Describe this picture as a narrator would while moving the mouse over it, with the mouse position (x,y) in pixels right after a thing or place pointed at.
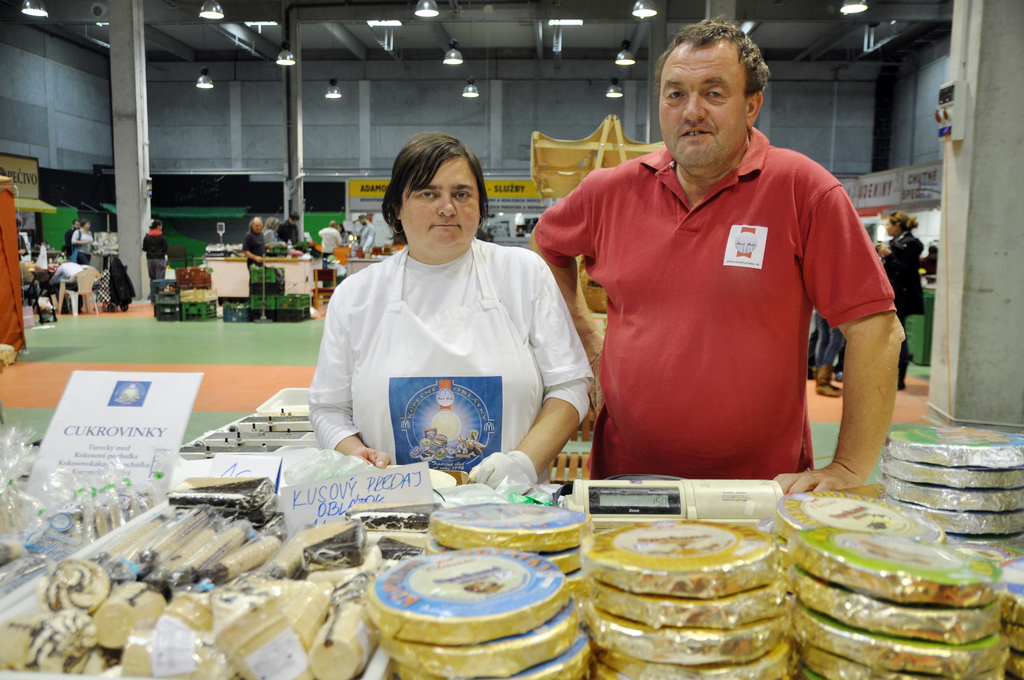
In this image, we can see two people (638,386) are watching and standing. At the bottom (995,670), we can see few things (180,588), machine (659,510), boards (60,442) and some objects (371,514). Background (270,309) we can see stalls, few people (914,311), baskets (284,306), chairs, tables (243,291) and hoardings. Here we can see the floor (295,376). Top of the image (495,129), we can see walls (433,106), pillars (997,89), lights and rods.
